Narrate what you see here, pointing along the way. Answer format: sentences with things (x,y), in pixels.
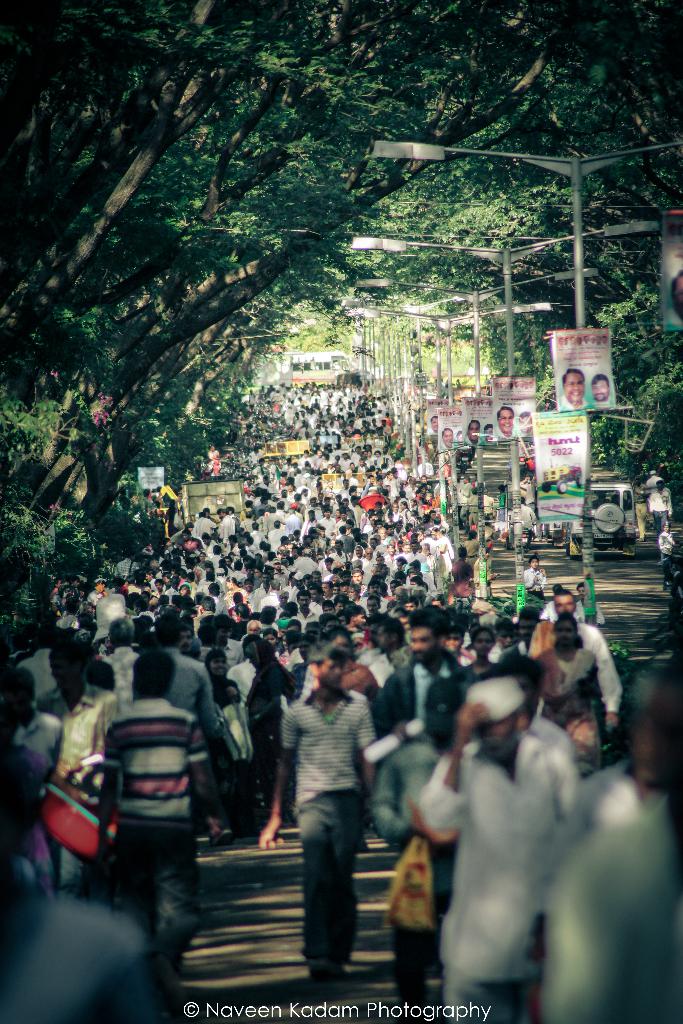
In this picture, we can see a huge crowd of people (535,856), we can see the road (632,582), poles (575,191), lights (527,304), posters (535,389), vehicles (205,500), and we can see trees (566,185), watermark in the bottom of the picture (277,1009).
